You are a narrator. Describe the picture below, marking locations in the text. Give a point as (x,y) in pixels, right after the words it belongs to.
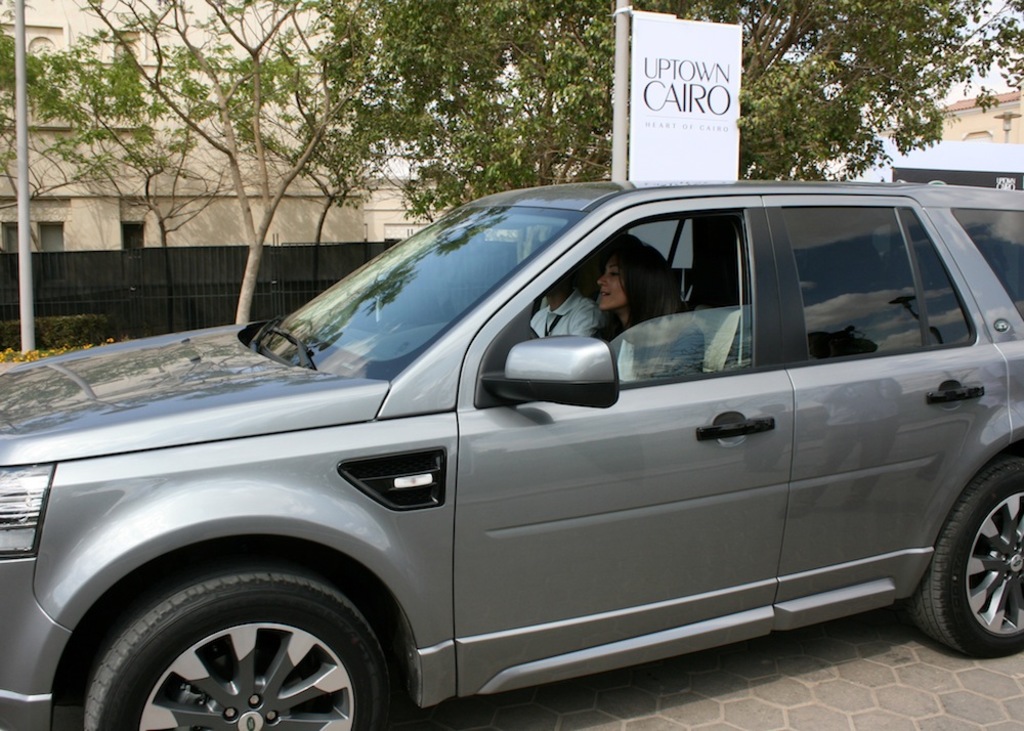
In this picture we can see man (552,295) and woman (651,284) sitting in car (590,428) and it is on road (621,682) and in background (208,163) we can see trees (349,85), building (178,127), fence (356,256), pole (25,308), banner (711,75).
